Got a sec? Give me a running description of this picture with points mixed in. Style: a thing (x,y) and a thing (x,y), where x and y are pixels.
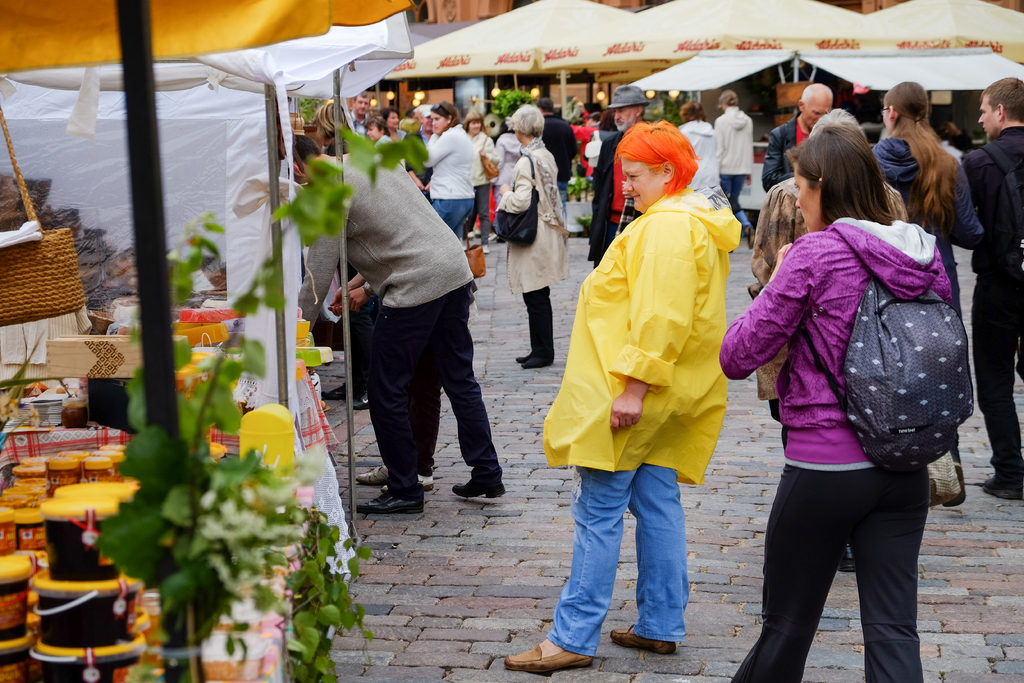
Here we can see group of people (802,444) on the road (503,630). There are plants (222,366), lights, boxes (99,364), bottles (127,582), poles (149,340), and umbrellas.
